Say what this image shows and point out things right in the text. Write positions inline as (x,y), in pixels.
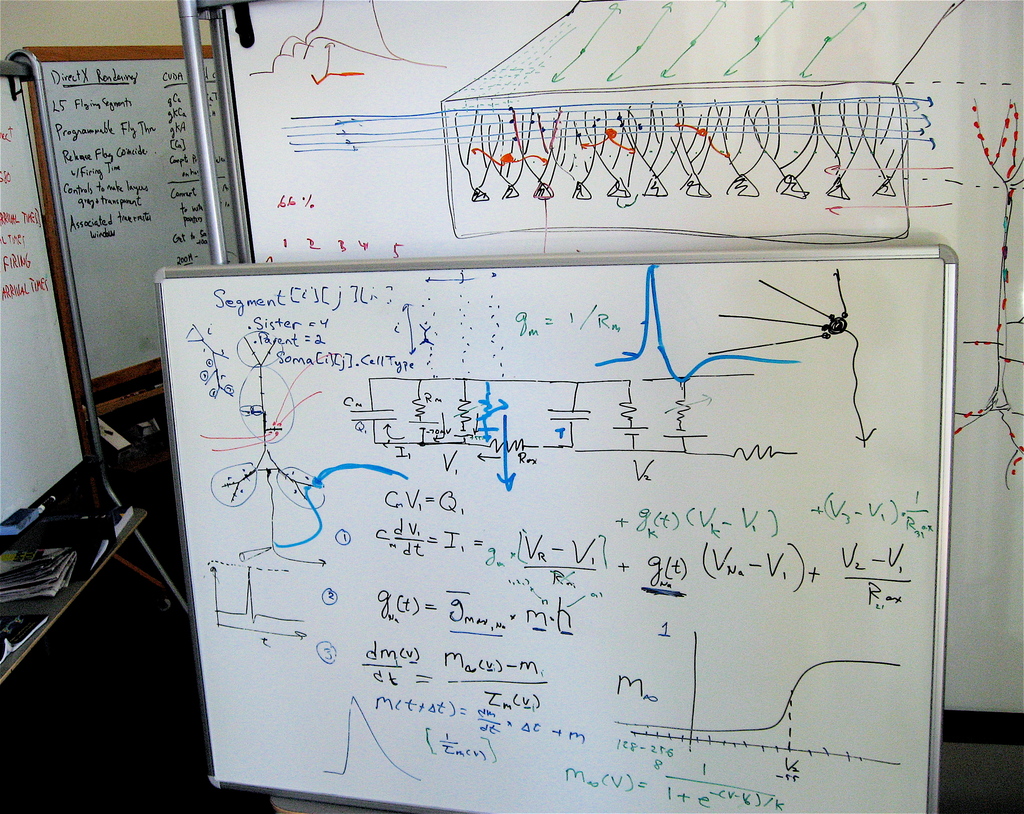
In this image I can see few white color boards (649,542) and I can also see something written on the boards (612,484) with black and blue color, background (144,32) the wall (99,23) is in cream color.
